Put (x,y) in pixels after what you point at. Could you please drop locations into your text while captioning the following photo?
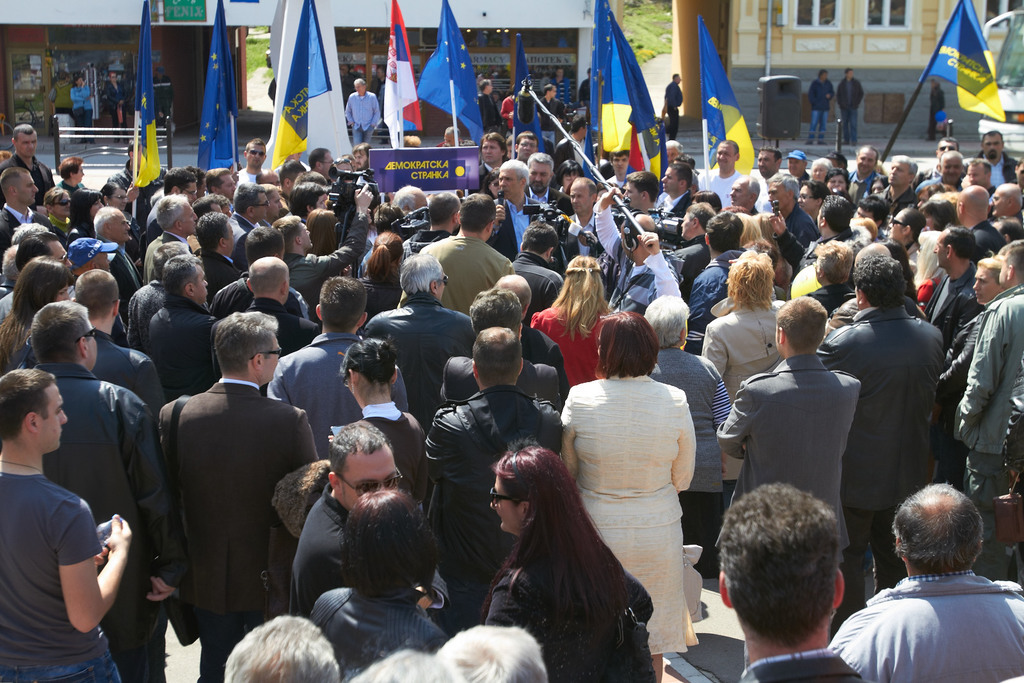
In this image we can see group of people (547,313) are standing and listening. One person (513,235) in the middle (513,250) is wearing blue shirt (519,216) and coat (505,218) is holding mic (501,198) and speaking. Behind the people (861,191) so many flags (989,77) are there. Background of the image (858,33) buildings (360,52) are present.
